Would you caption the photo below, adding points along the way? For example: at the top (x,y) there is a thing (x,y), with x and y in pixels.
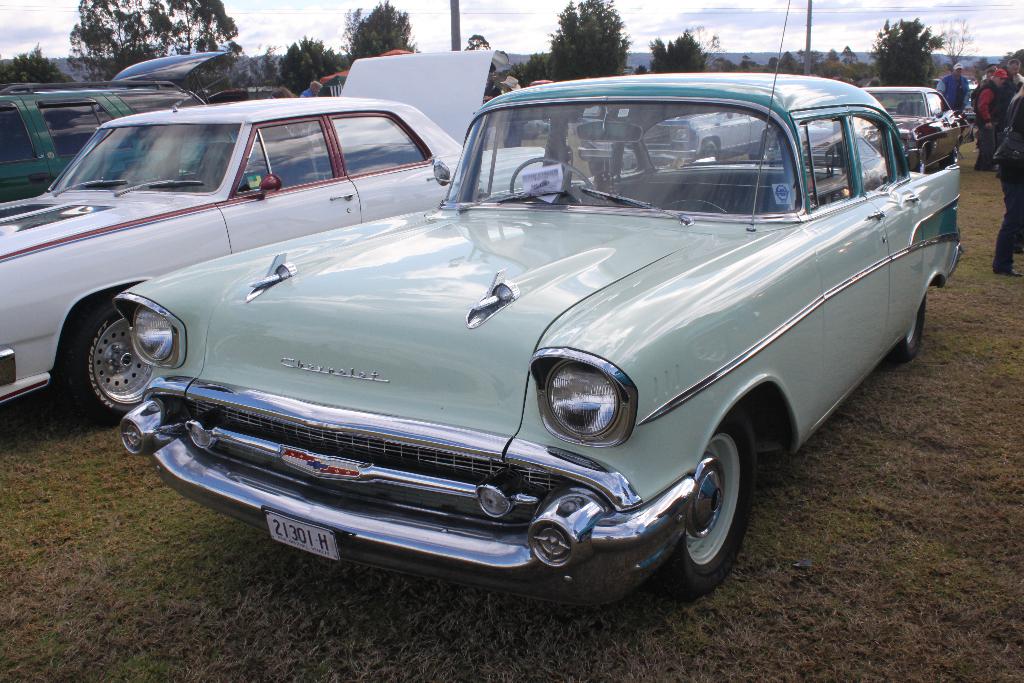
In this image there are vehicles (482,431) on the grass (91,523), there are group of people (1005,121) standing, there are trees (594,6), hills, and in the background (462,42) there is sky (245,9).
